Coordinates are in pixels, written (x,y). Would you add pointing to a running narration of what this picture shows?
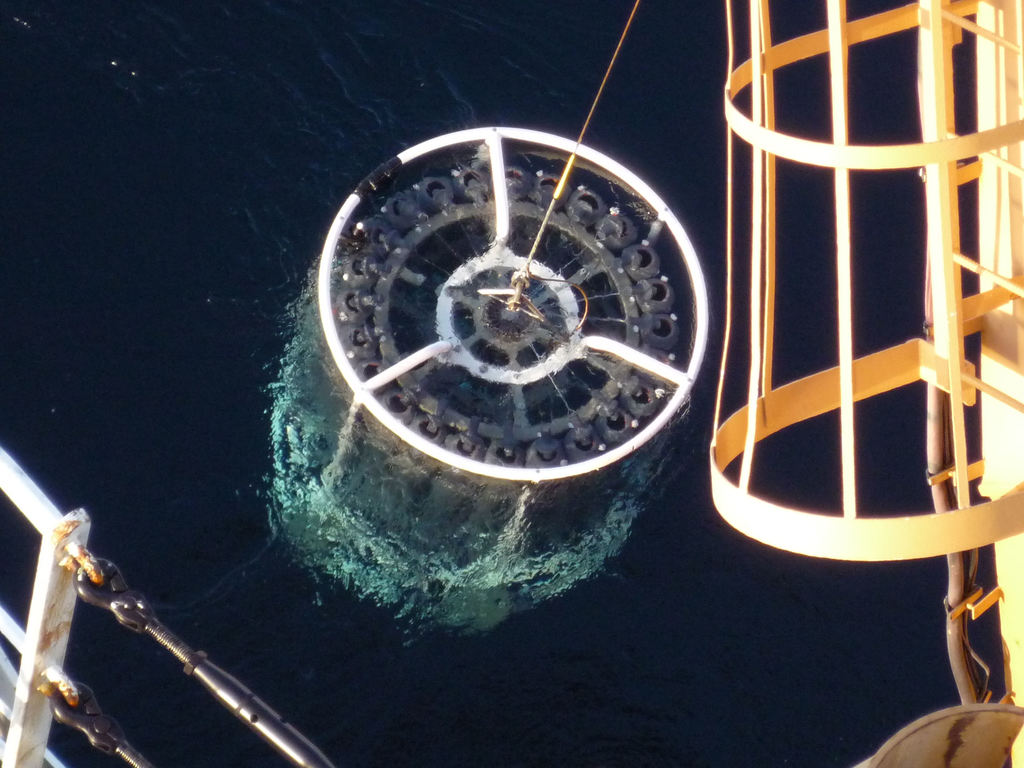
In this image we can see a metal (493,385) with the string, here is the water (182,181).
